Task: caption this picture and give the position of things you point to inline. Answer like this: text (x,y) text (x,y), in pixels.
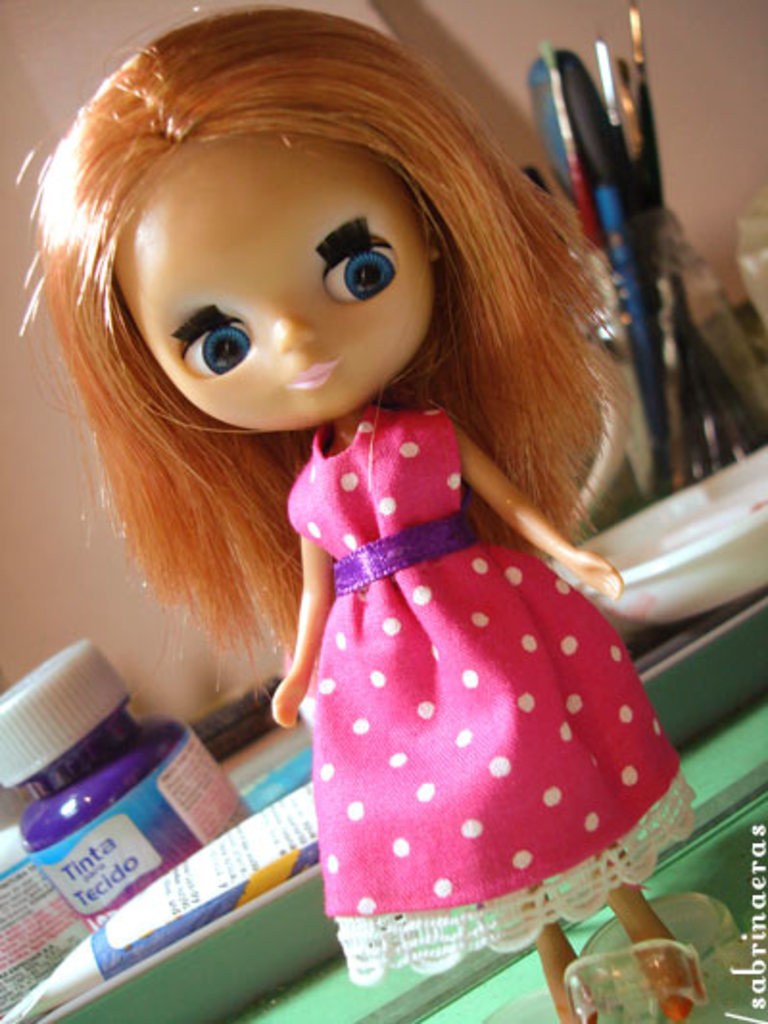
In the center of the image (366,501) there is a doll (554,923). In the background (648,386) we can see pens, brushes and wall (137,18).
